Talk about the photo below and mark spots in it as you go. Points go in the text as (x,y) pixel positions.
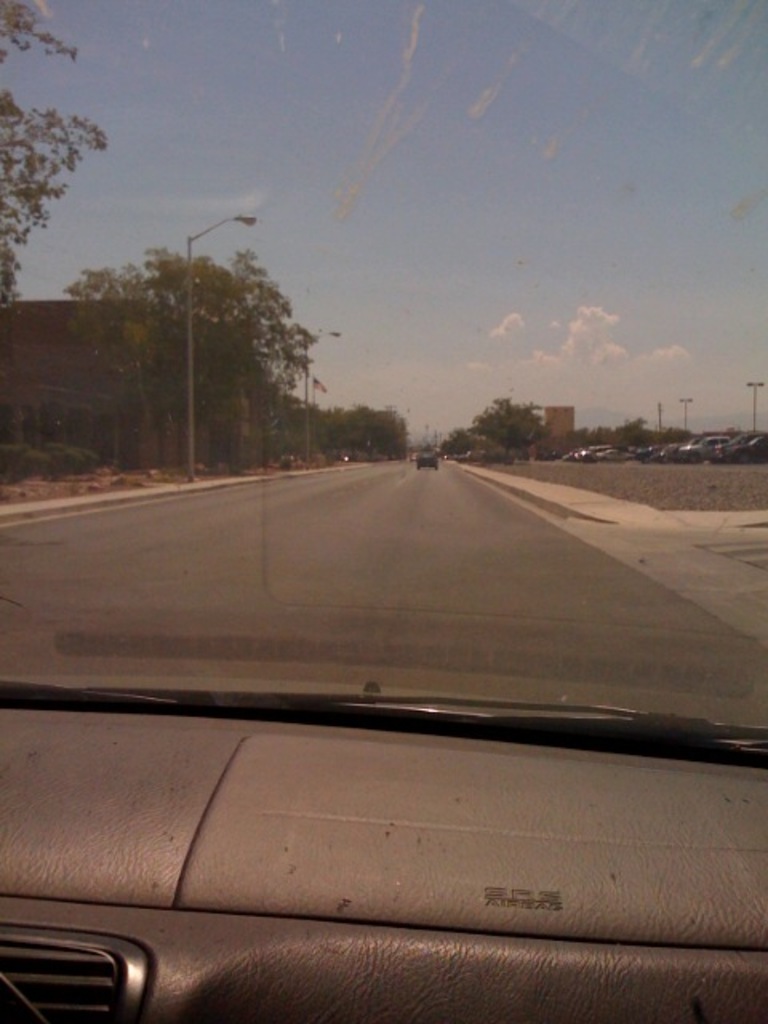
Here we can see vehicles (730,444). This is glass (301,563). From the glass (319,506) we can see poles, trees (269,368), flag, and plants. In the background (447,261) there is sky (560,312) with clouds (623,358).
